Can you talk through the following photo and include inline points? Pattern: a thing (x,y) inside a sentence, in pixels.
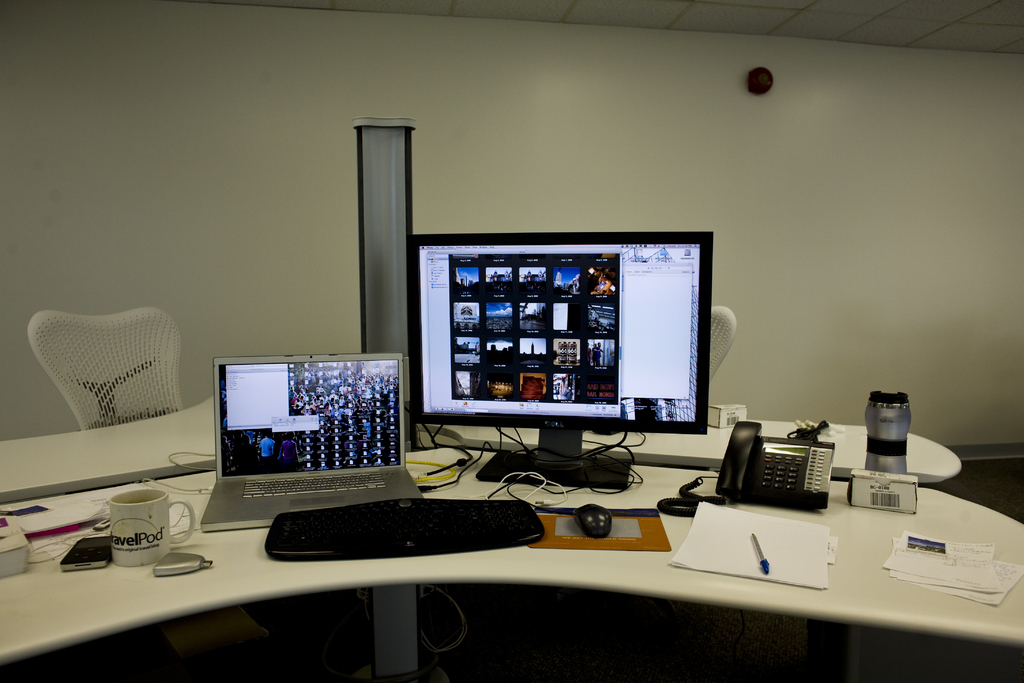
In this picture I can observe a laptop (397,451) and a computer (482,405) placed on the white color table (207,543). There is a telephone (764,462) and some papers (819,538) are placed on this table (231,551). On the left side (90,544) there is a mobile (84,551) and a mug (159,525) on the table (55,576). I can observe white color chair (116,354). In a background (259,57) there is a wall (450,110).
